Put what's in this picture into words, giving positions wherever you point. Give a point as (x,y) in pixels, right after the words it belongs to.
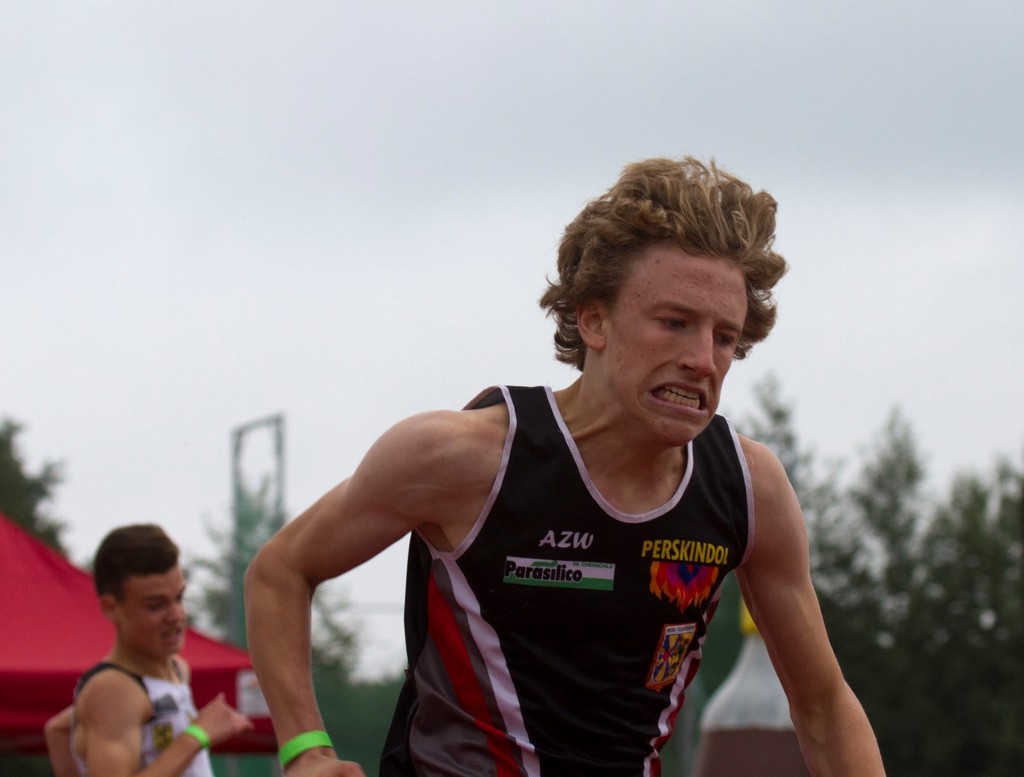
In the picture I can see two men (442,639) are running. In the background (900,584) I can see trees (895,569), the sky (74,296) and some other objects (210,692). The background of the image (484,145) is blurred.
